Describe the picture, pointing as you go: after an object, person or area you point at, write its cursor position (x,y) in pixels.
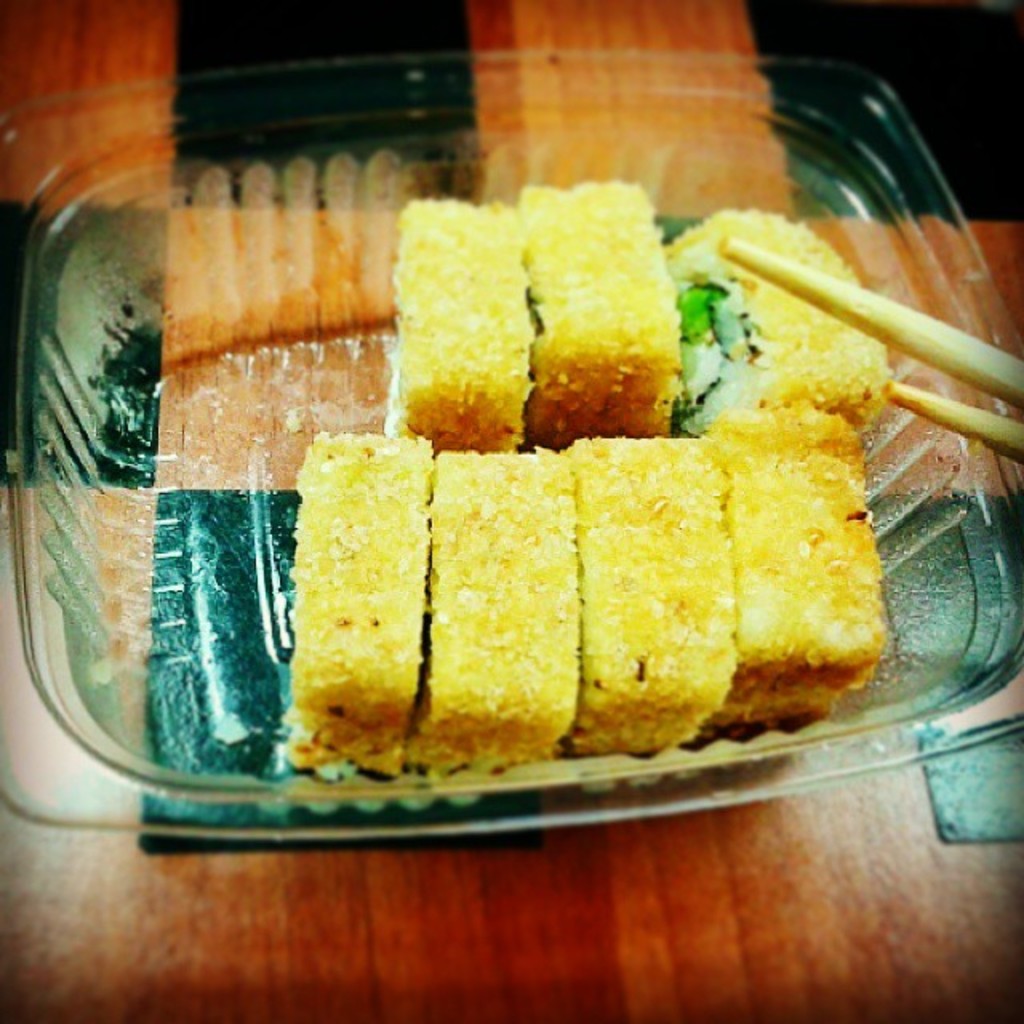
In this picture we can see a bowl (189,774), there is some food (524,539) present in the bowl (179,751), on the right side (972,342) we can see chopsticks (966,366), at the bottom (665,934) there is a wooden surface (634,951).
